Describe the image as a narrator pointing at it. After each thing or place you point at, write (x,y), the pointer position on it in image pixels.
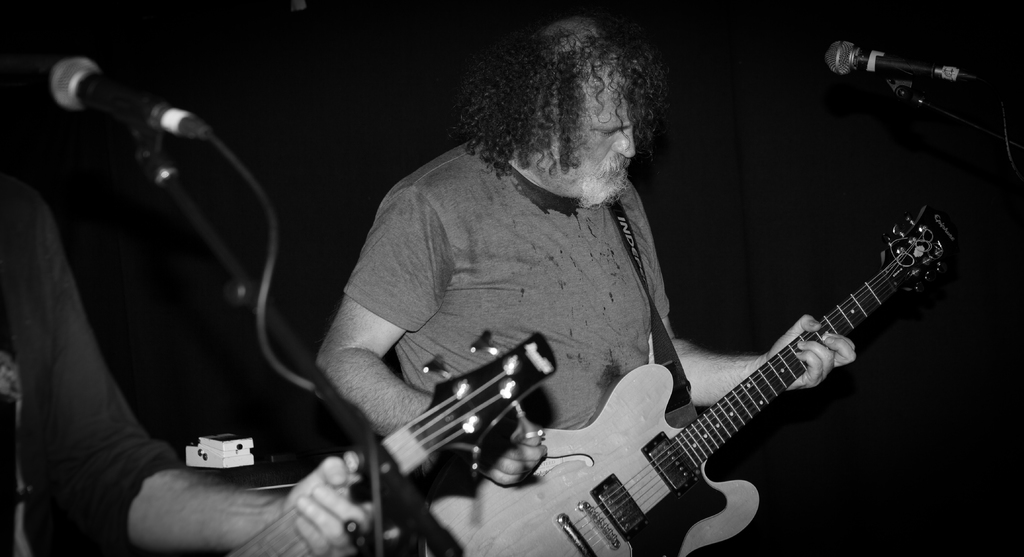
A man (520,320) is standing also holding a guitar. It's a microphone (888,68).
